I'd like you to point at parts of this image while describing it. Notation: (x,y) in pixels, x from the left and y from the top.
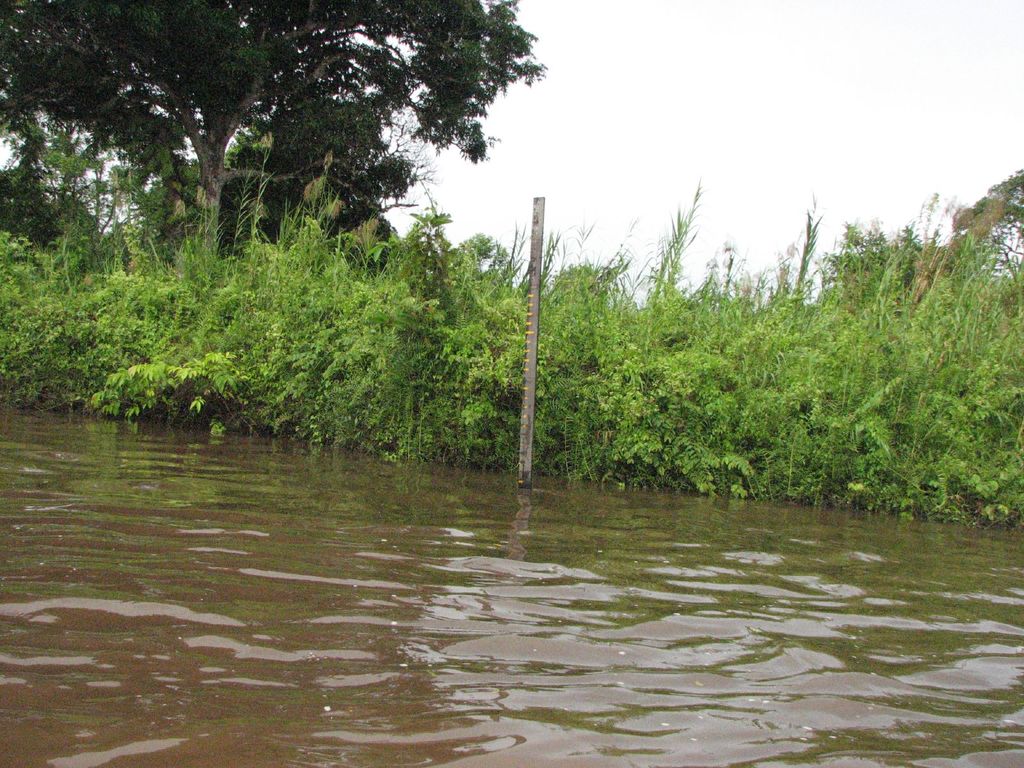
In this image I can see the water (295,655), a pole (540,268), few plants (491,344) and few trees (292,166). In the background (696,97) I can see the sky (785,184).
